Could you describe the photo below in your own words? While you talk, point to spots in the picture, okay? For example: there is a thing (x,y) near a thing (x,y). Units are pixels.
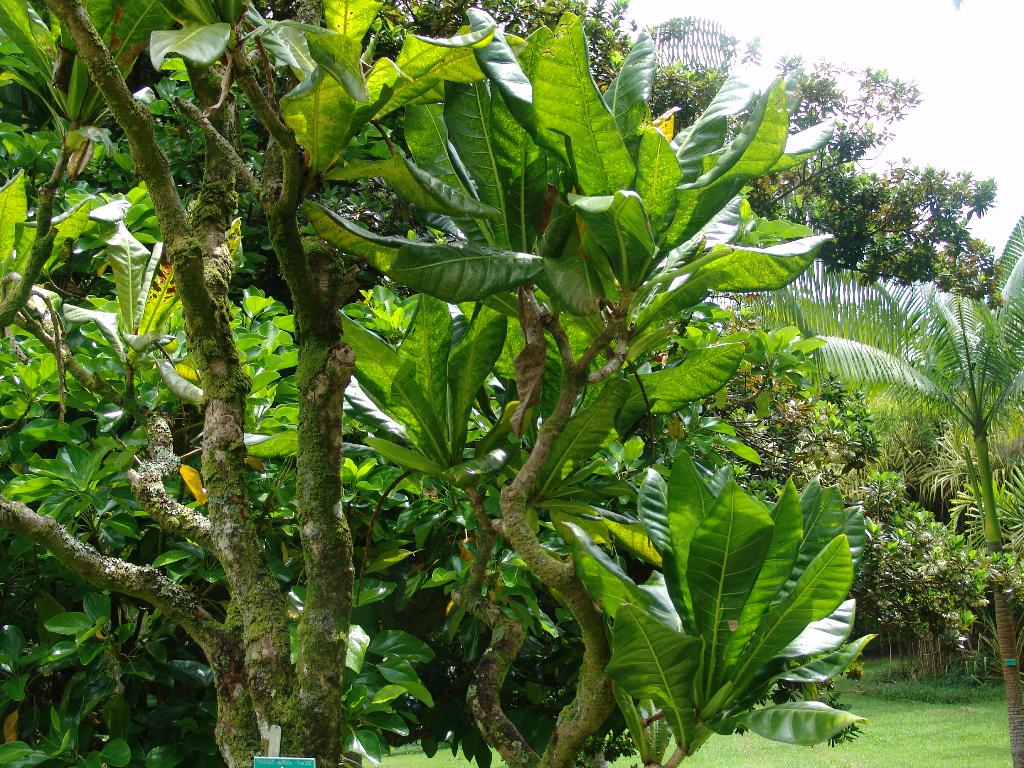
In this image, we can see trees (361,431) and at the bottom (870,746), there is ground (869,749). At the top (855,39), there is sky (876,48).
